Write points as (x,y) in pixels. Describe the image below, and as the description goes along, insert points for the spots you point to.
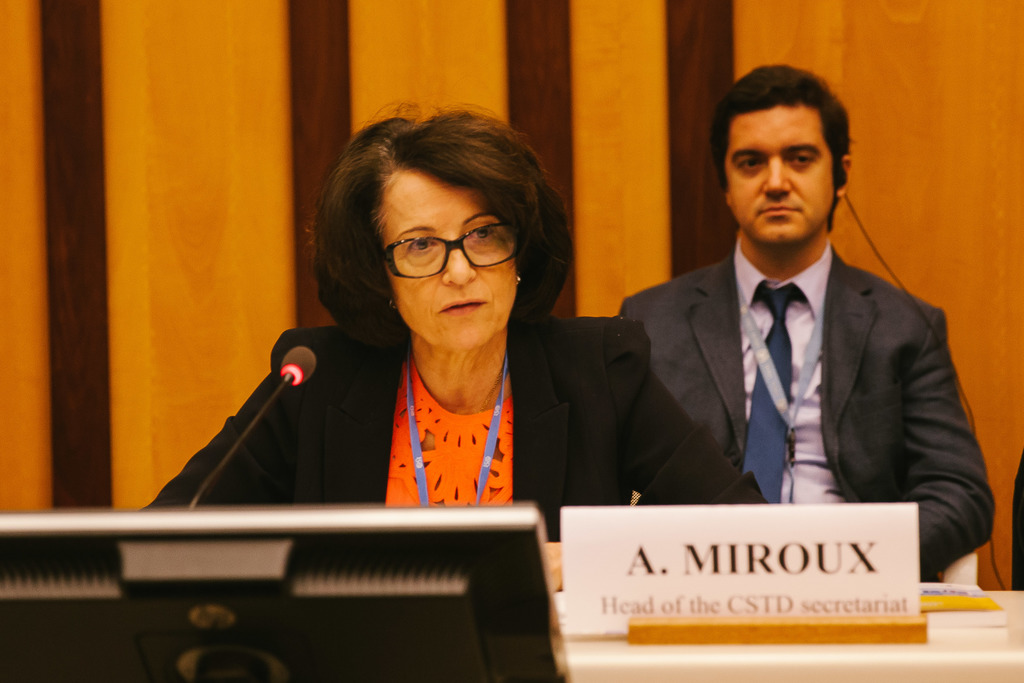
In this picture we can see a woman (396,403) wearing spectacles (473,259) and a blazer (554,382). This is a name board (885,581) and we can see a mike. In the background (877,338) we can see a man (740,93) wearing a shirt (817,295), blazer (840,327), tie (759,386) and an identity card (793,450).
